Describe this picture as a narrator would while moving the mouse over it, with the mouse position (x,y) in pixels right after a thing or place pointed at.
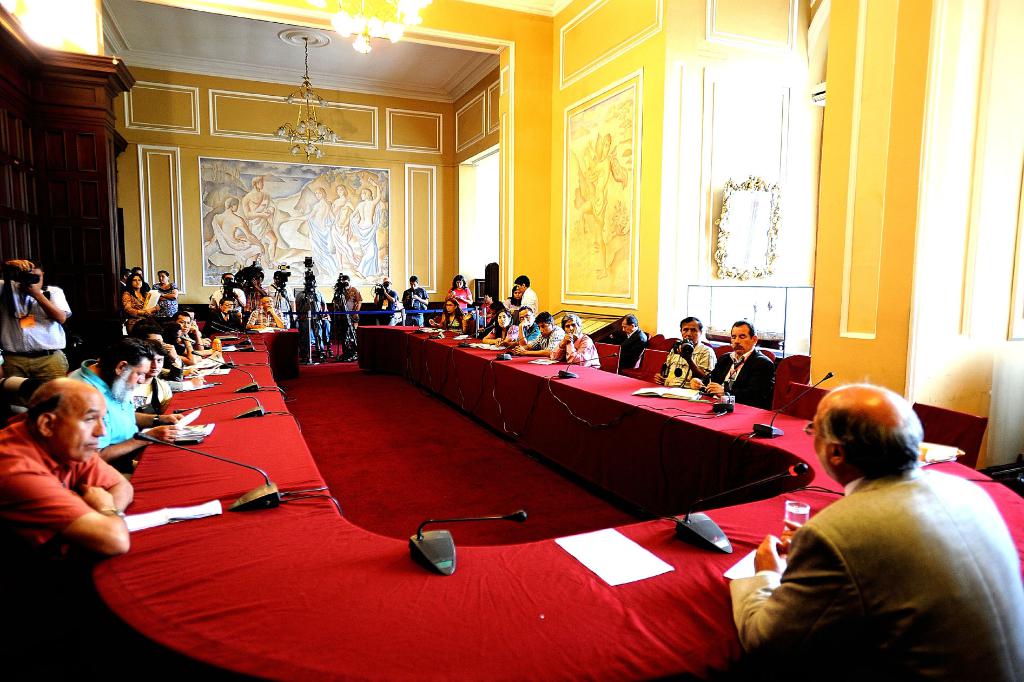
this picture shows a group of people (48,576) seated on the chairs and we see a man (825,455) seated and speaking with the help of a microphone (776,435) and we see few papers (649,560) on the table (233,432) and few people (317,321) are standing and holding cameras (240,279) and recording.
